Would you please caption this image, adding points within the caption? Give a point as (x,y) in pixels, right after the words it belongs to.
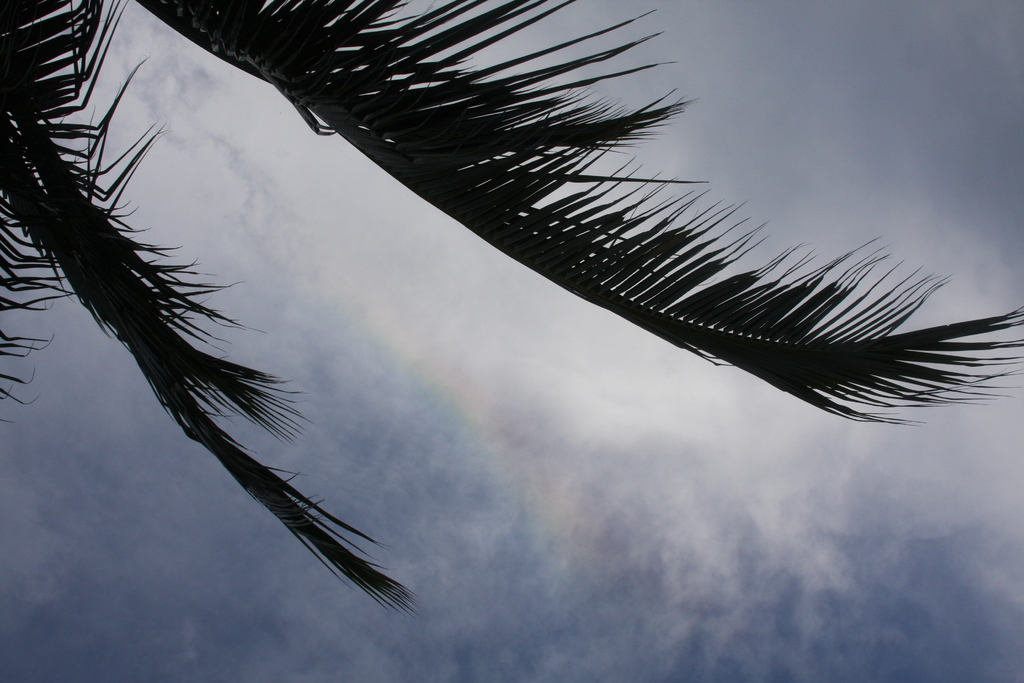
In the foreground of the picture (57,95) we can see the branches (326,49) of a palm tree (726,292). In the background (439,449) it is sky (821,123).
